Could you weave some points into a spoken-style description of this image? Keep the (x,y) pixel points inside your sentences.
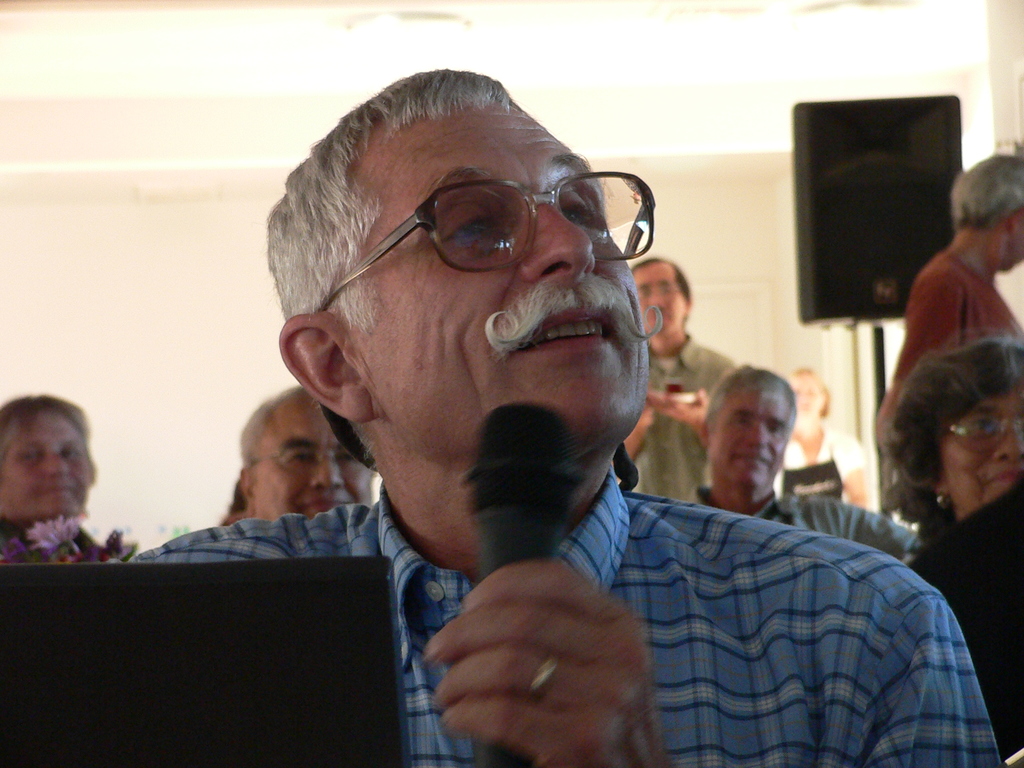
In this picture we can see man (466,133) smiling wore spectacle (466,236) holding mic (547,515) in his hand (528,569) and in the background (62,514) we can see group of people (917,391) looking at something, speakers (889,264), flower (52,537) here we can see laptop (159,699).
